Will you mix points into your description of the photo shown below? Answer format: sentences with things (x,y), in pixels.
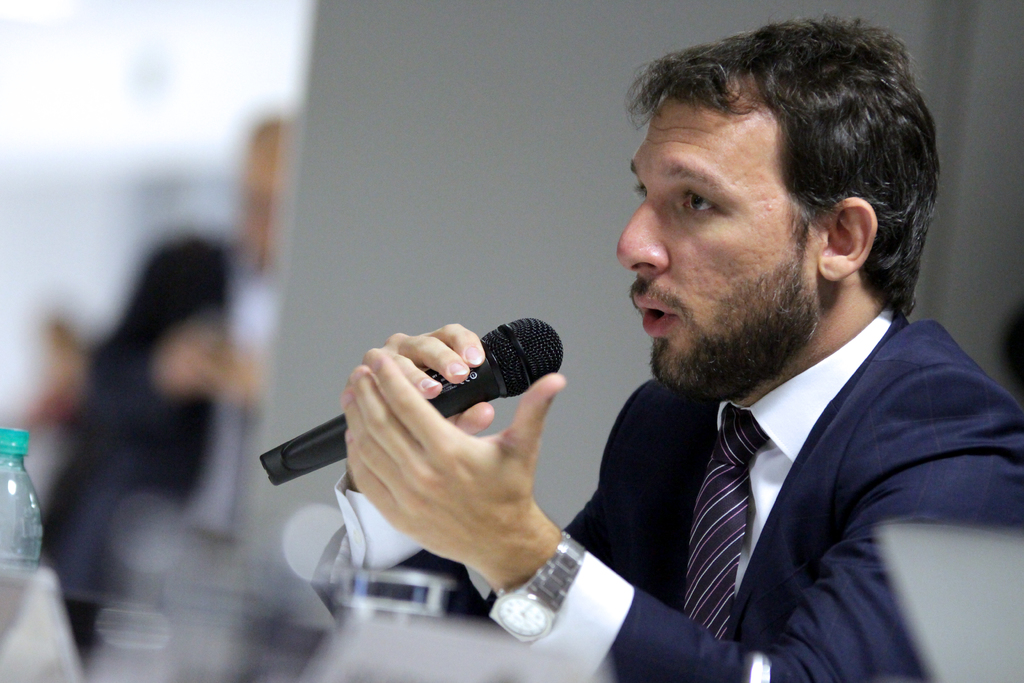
This image consists of a man (656,454) talking in a mic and wearing a blue suit (637,618). On the left (30,524), we can see a bottle (39,545) kept on the table (51,614). The background (466,172) is blurred.
